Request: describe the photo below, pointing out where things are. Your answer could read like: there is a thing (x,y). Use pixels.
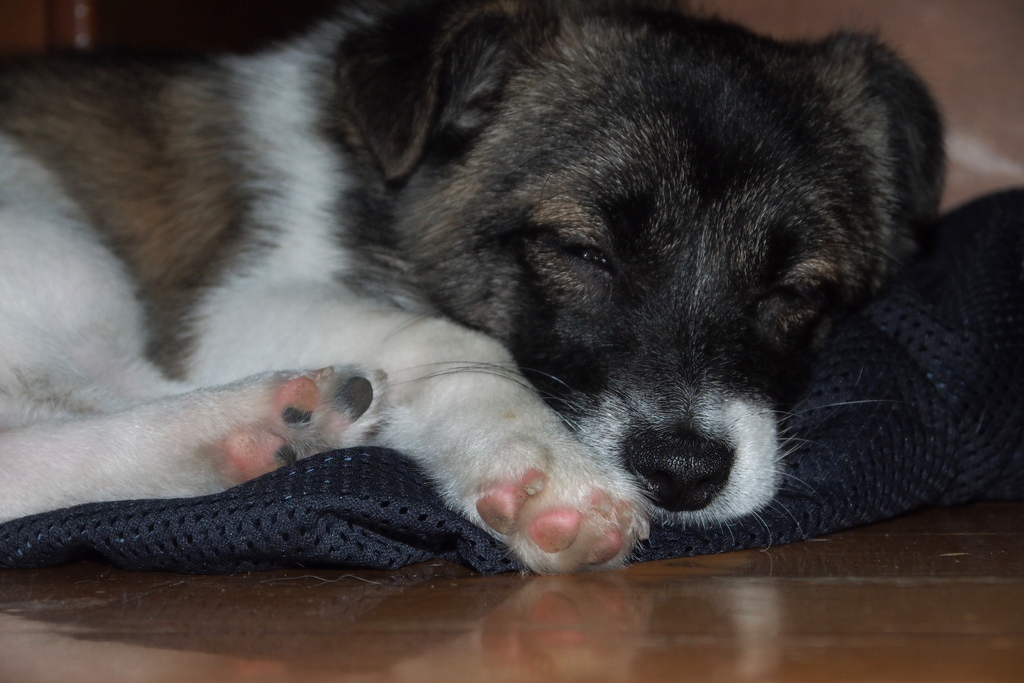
This image consists of a dog (666,241). It is in black and white color. At the bottom (268,534), we can see a mat (395,511) on the floor (465,590). The dog (534,184) is sleeping.
